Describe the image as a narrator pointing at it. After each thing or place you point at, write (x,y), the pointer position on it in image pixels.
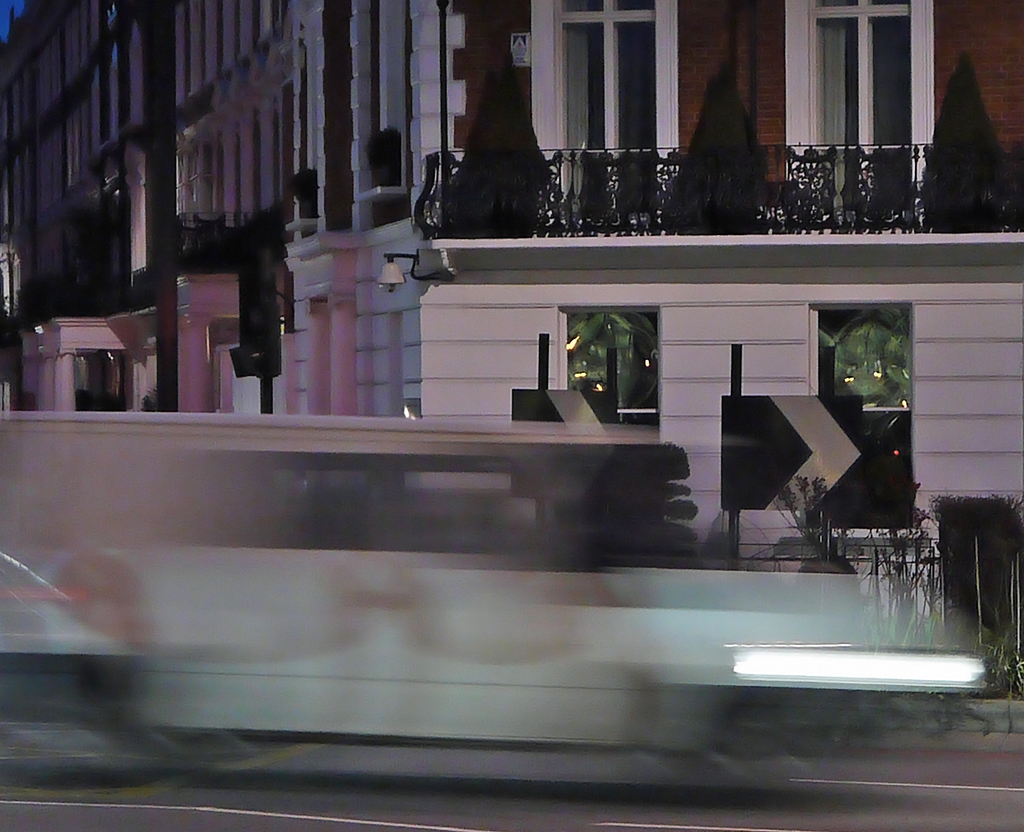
The front of the image is blurred, behind the blurred part there are sign boards (613,406) and plants (678,550) on the pavement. In the background of the image (283,405) there are traffic lights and buildings (332,298).
